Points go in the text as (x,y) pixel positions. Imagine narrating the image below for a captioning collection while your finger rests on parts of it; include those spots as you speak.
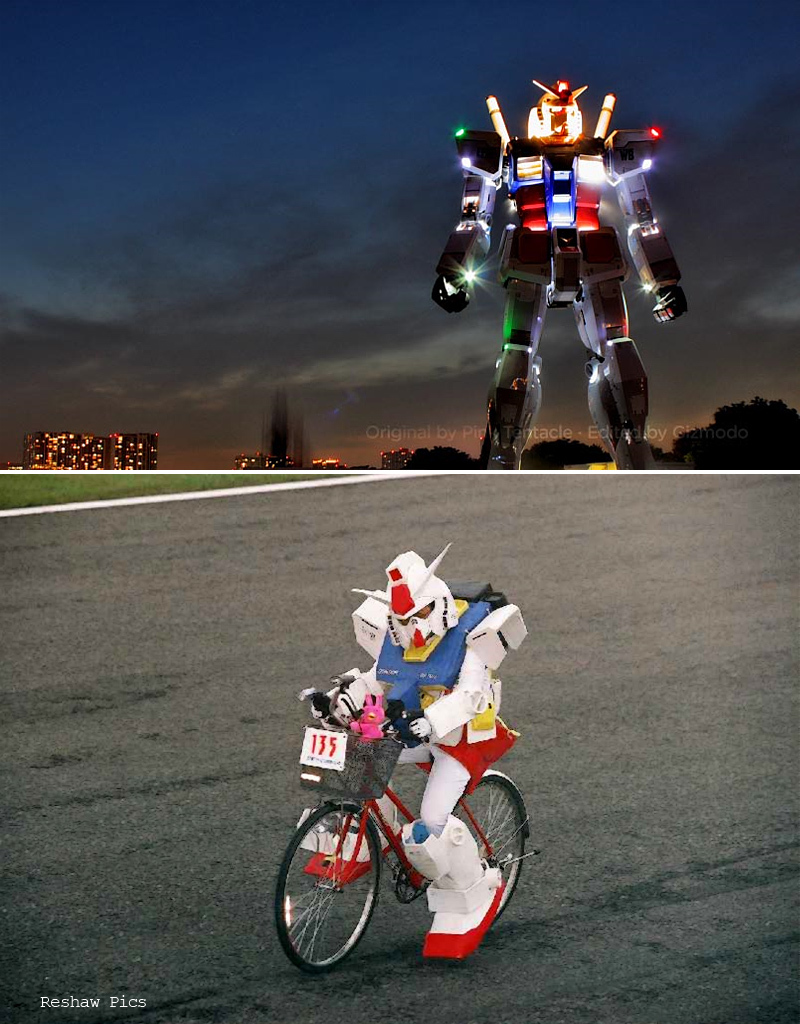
This image is a collage image. In this image there are two robots (531,326). There is a road (93,846).
